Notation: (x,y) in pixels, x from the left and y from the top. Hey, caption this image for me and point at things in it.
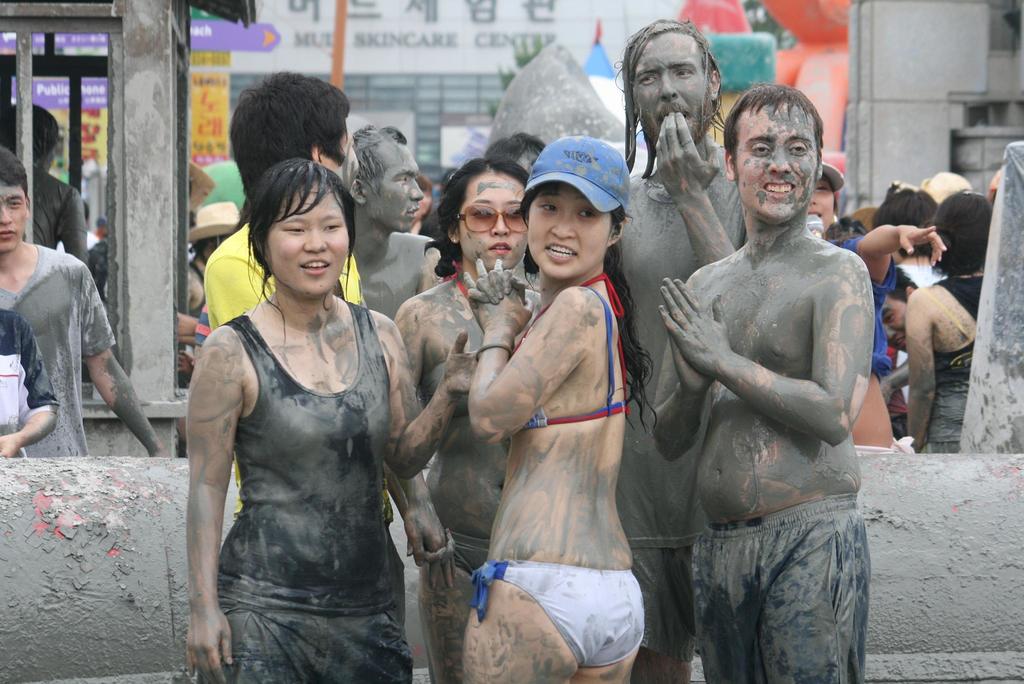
In this picture there is a woman (618,319) who is wearing cap (580,163), red color top (606,405) and white short (581,610). She is standing near to the man (795,428) who is wearing trouser (740,632). Besides her we can see a woman (365,569) who is wearing black dress (325,481). On the background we can see group of persons (68,196). On the left (70,365) there is a man (51,269) who is wearing grey t-shirt (54,291), standing near to the gate (154,359). On the top (627,36) background (526,36) we can see a banner (509,35), plant (506,76) near to the building (423,43).
